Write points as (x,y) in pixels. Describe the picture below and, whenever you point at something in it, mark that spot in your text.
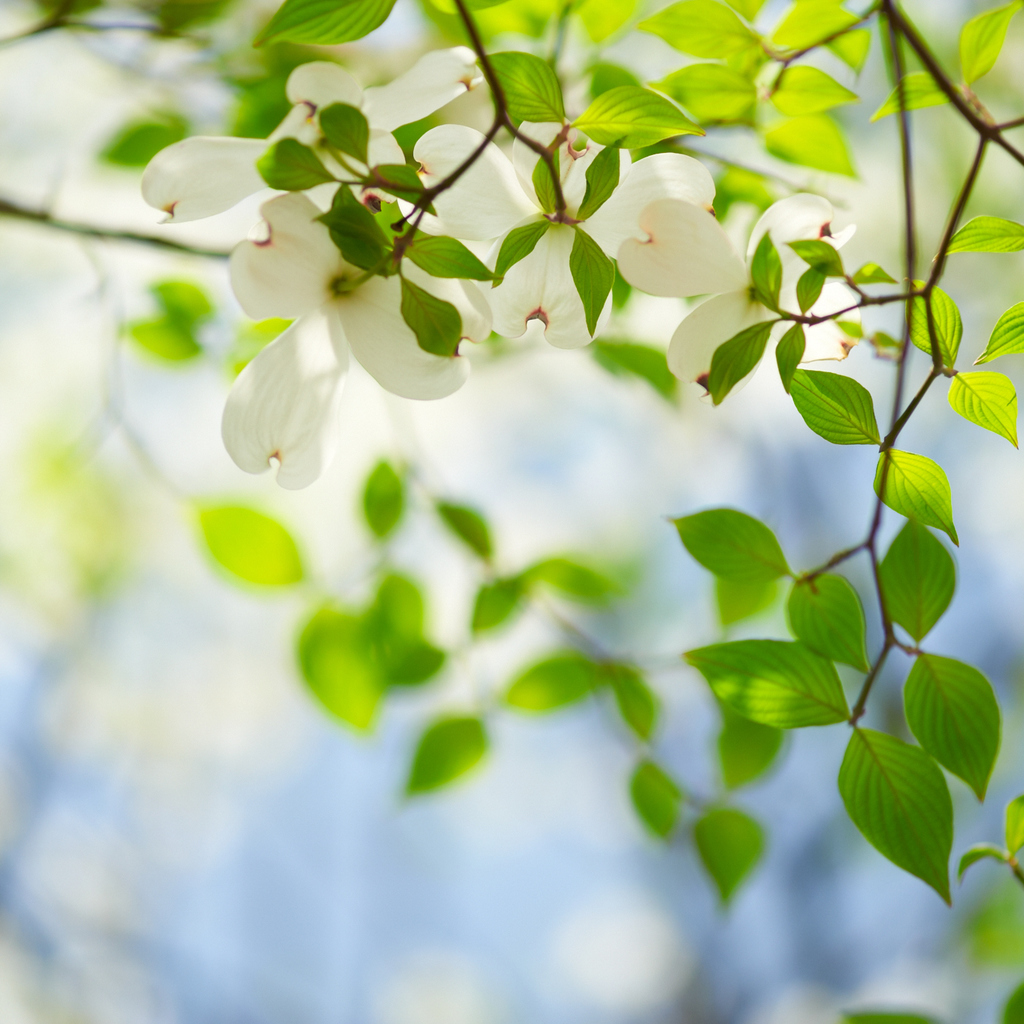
In this image I can see there are beautiful white color flowers (288,267) and green leaves (774,285) of a tree (774,285).
